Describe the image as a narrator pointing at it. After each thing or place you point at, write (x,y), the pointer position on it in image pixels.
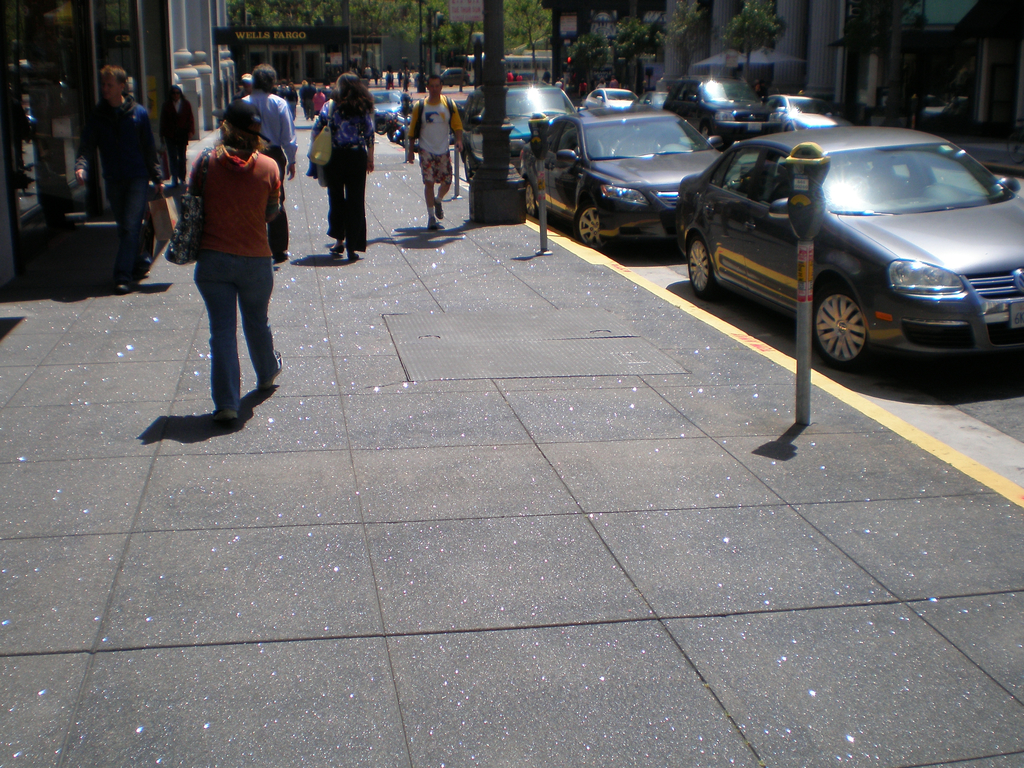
In this image we can see these people (265,195) are walking on the sidewalk (332,540), we can see car parking ticketing machines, cars (645,221) parked here, we can see buildings (774,78), poles (499,88) and trees (476,26) in the background (312,47).
